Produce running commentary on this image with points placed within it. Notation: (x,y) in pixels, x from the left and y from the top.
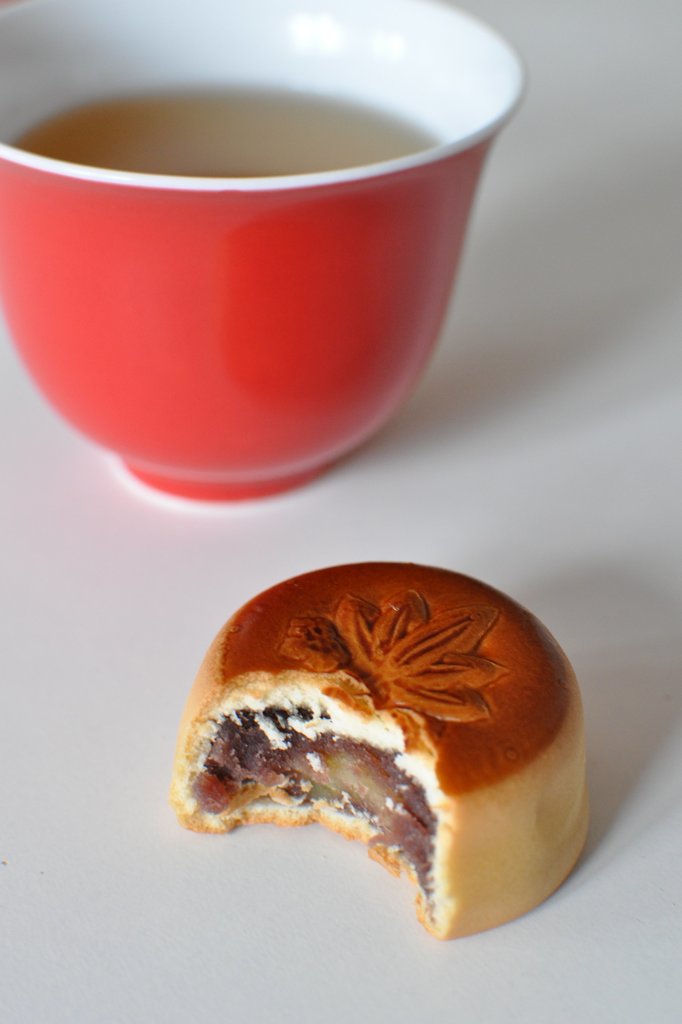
In this image I can see a food (414,595) and red cup (283,267) on the white surface (597,893). Liquid (243,165) is in the red cup (204,189).
